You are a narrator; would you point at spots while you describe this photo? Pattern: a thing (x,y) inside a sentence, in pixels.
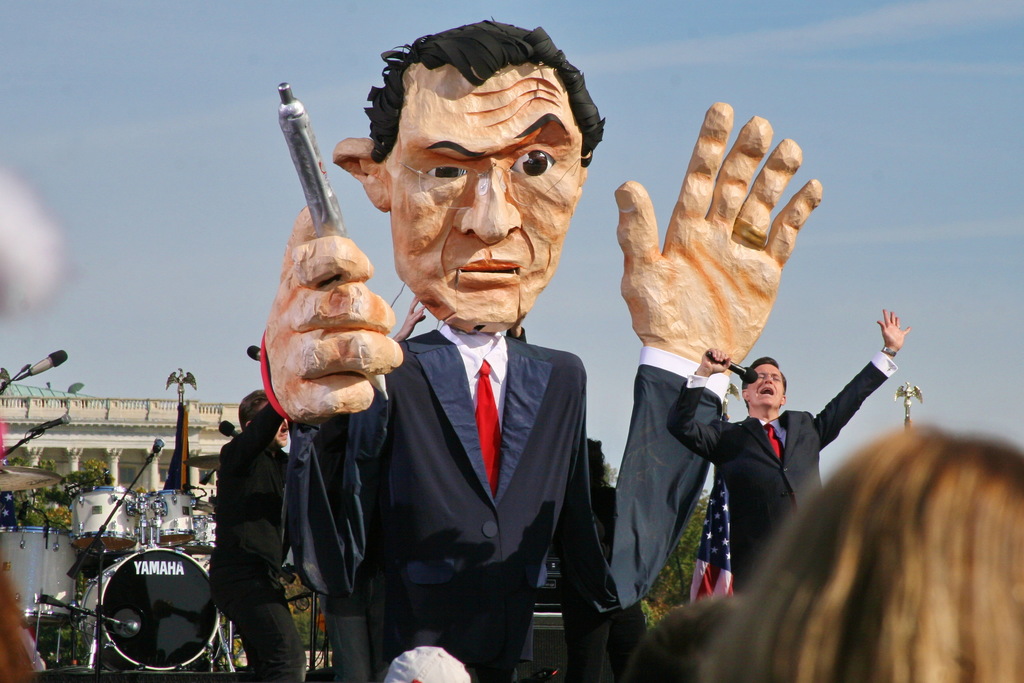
In this image there are persons (281,520). In the center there are musicians (776,459) performing on the stage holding mics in their hand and there are musical instruments (148,552). In the background (133,418) there is a statue (473,433) and there is a building (131,434) and the sky (336,118) is cloudy.
